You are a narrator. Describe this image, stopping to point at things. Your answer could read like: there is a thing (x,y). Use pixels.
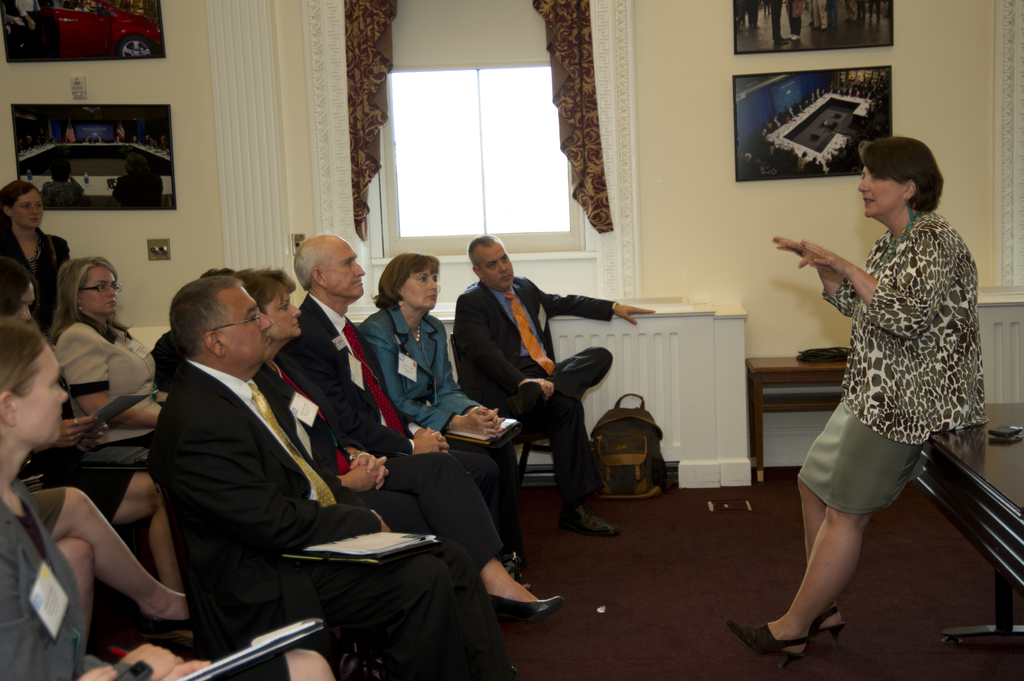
On the right side of the image (883,263) there is a lady (844,475) standing, behind her there is a table (978,463). On the left side (220,440) there are some people (231,485) sitting on the chairs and holding some objects (394,538) in their hands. In the background (111,161) there are some posters (735,125) and a window (386,145) are attached to the wall (756,243).
